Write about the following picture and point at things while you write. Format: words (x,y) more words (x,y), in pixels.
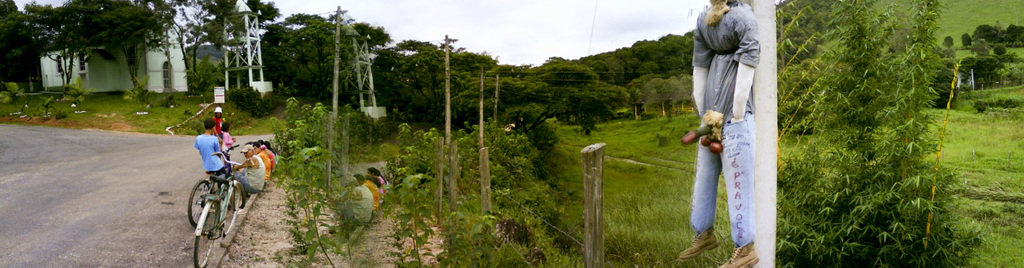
In this image I can see group of people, some are sitting and some are standing and I can also see the statue (709,38), few electric poles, trees (580,80) in green color and the sky (580,35) is in white color.
